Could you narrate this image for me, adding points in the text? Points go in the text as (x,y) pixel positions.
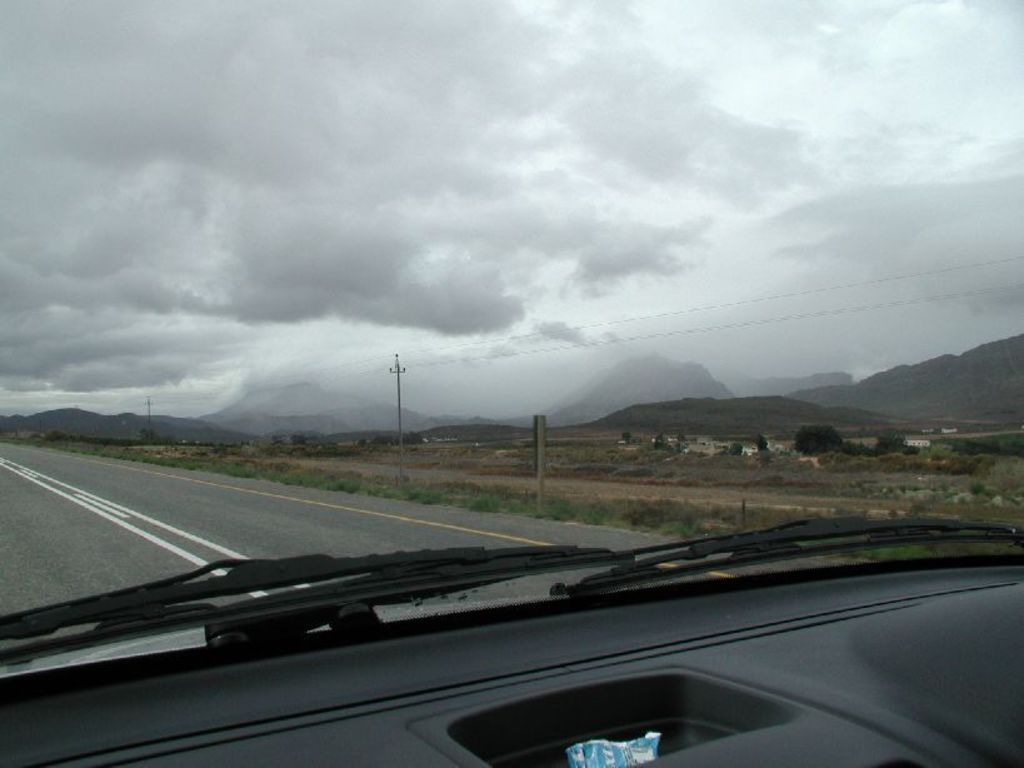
This picture is taken from a vehicle (481,661). The vehicle (325,656) is on the road (39,490). There are poles (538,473) connected with the wires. Right side (745,447) there are houses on the land (517,473) having grass (423,482) and trees (875,455). Background there are hills (613,417). Top of the image (589,217) there is sky (505,187), having clouds (505,187).
